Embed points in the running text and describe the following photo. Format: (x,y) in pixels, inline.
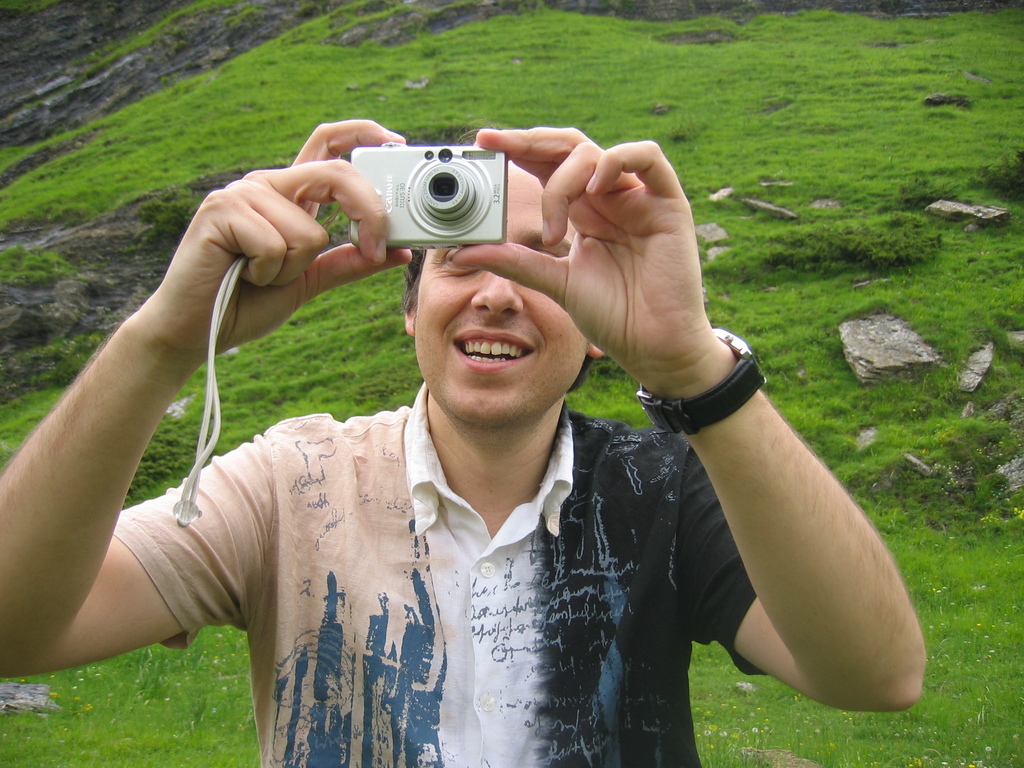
Man (515,398) holding camera (441,244), in the back there is grass (605,100).
